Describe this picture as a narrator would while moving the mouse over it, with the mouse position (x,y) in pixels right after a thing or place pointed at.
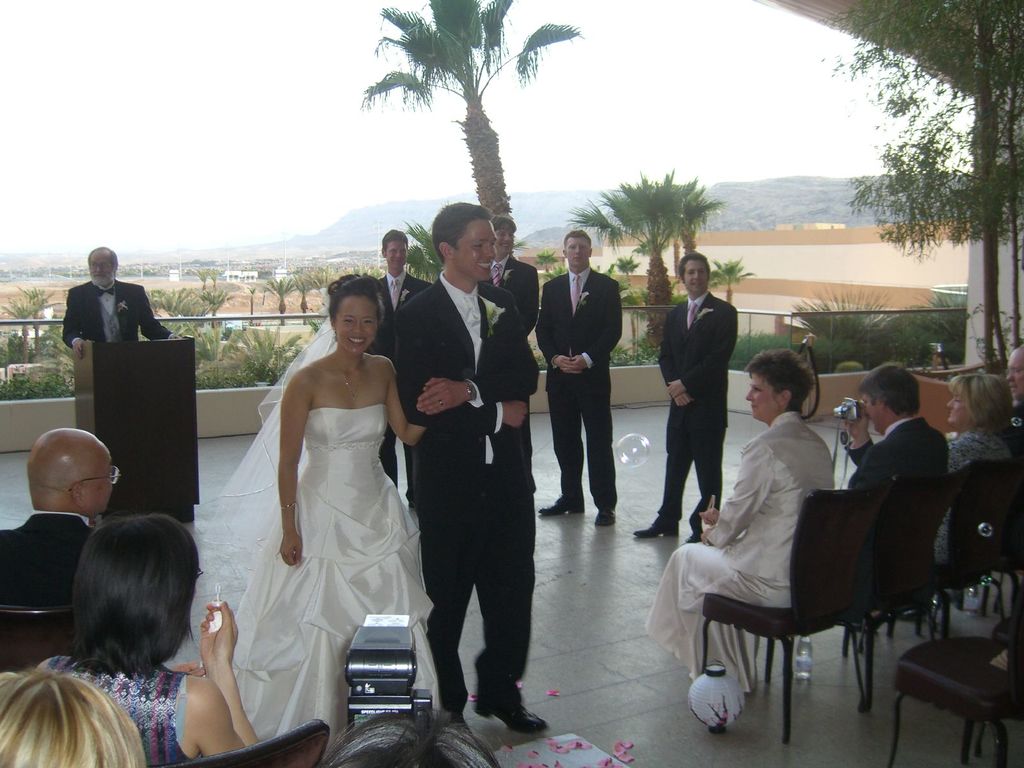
There are many people (152,628) sitting on chairs (899,605). A person (907,464) wearing a black coat (901,449) is holding a camera (860,405). And a person (462,373) is holding a woman (351,494) wearing a white gown (339,486) and veil (240,467). In the back (92,306) a person (127,320) is standing in front of a podium (153,388). In the background (479,147) there are trees (664,195), hill (715,211), sky (295,196) and a wall (767,266).
